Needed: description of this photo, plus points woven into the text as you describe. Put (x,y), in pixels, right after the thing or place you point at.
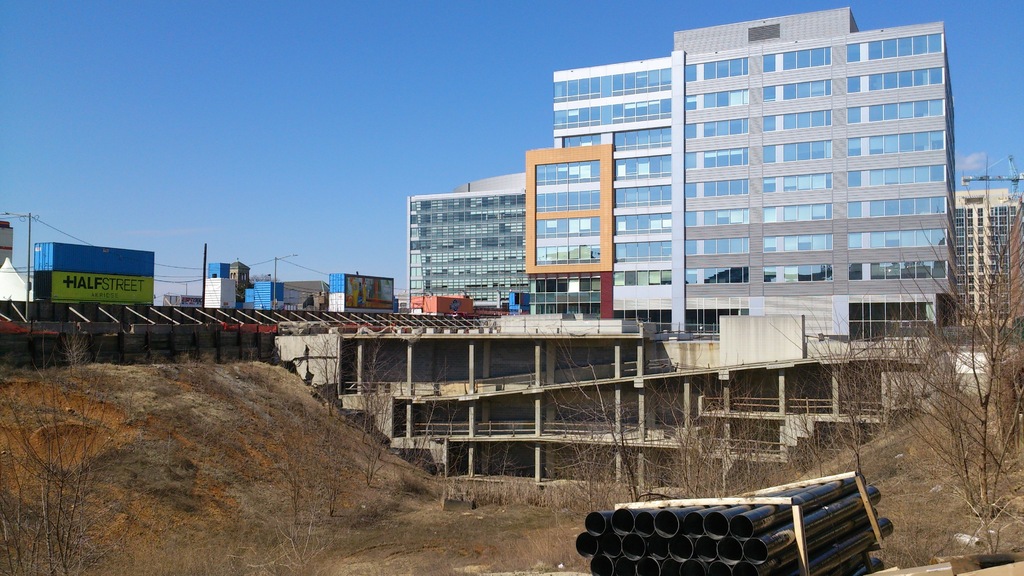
At the bottom of the picture (648,545), we see the pipes (647,544) or tubes (733,537) in black color. Beside that, we see a carton box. Beside that, we see dry grass (555,489) and dry trees (692,471). On the left side (63,256), we see a hoarding board (100,280) in green and blue color. Behind that, we see electric poles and wires (163,265). There are buildings (556,288) in the background (618,216). At the top (240,132), we see the sky (182,128).
